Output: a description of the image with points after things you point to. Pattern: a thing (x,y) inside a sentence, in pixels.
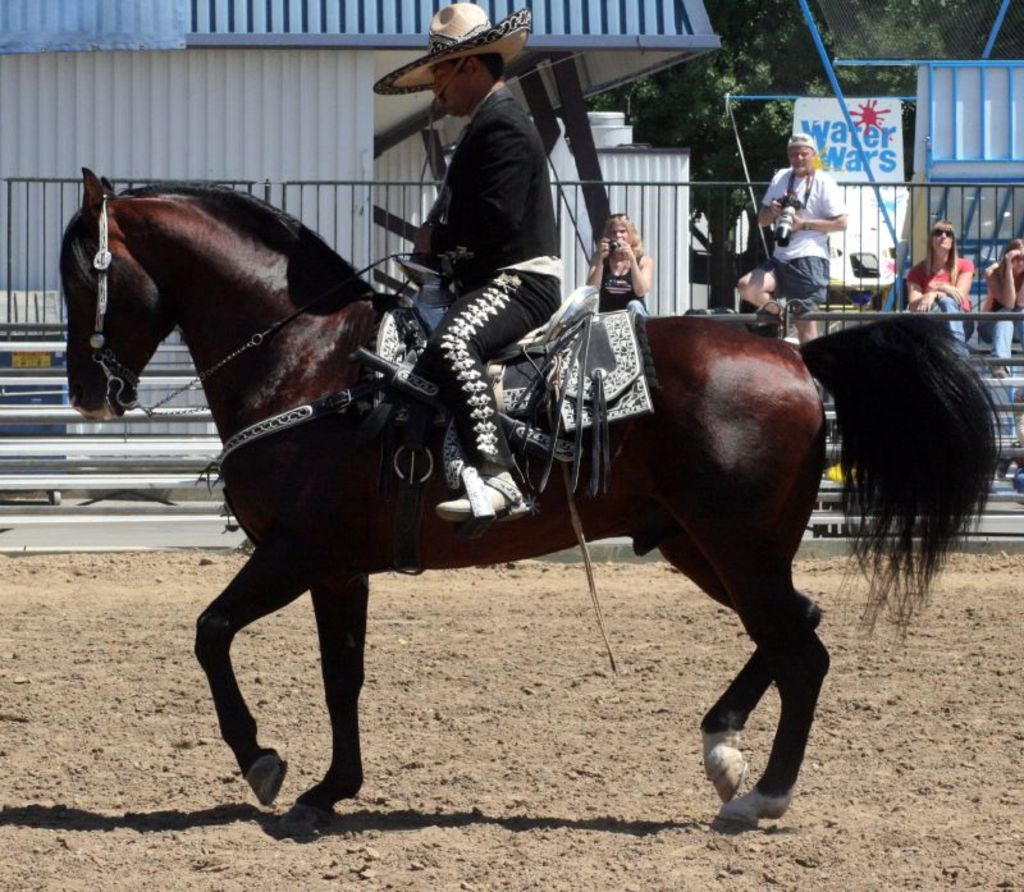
In this image we can see one person (473,344) is riding a horse (377,449) in ground (395,727) back side we can see some people (624,228) are sitting and some people (812,245) are standing and they are taking pictures.
